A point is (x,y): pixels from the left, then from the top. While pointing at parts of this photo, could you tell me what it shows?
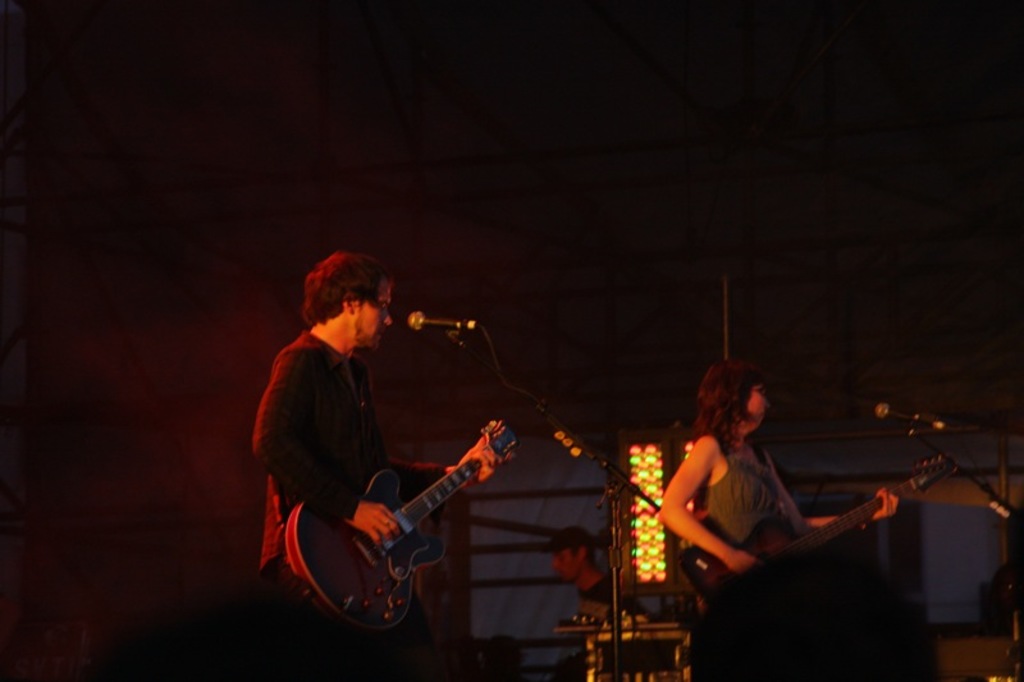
This is a picture taken on a stage (484,505), there are two persons (357,425) holding a music instrument (691,560) and singing a song in front of these people (726,413) there are microphones (434,322) with stand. Behind the people (743,415) there are some music systems (592,648).
